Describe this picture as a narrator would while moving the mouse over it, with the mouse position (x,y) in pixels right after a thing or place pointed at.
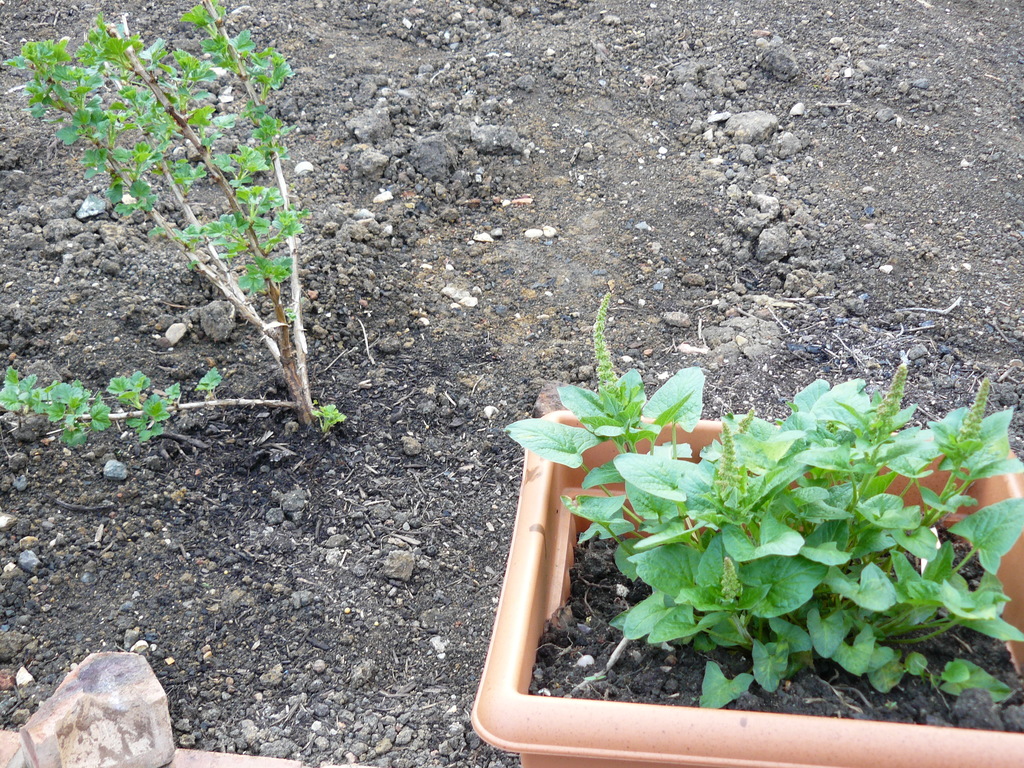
In this image we can see a plant (284,364) and a potted plant (621,511) on the ground (440,504) and a stone (148,692).
